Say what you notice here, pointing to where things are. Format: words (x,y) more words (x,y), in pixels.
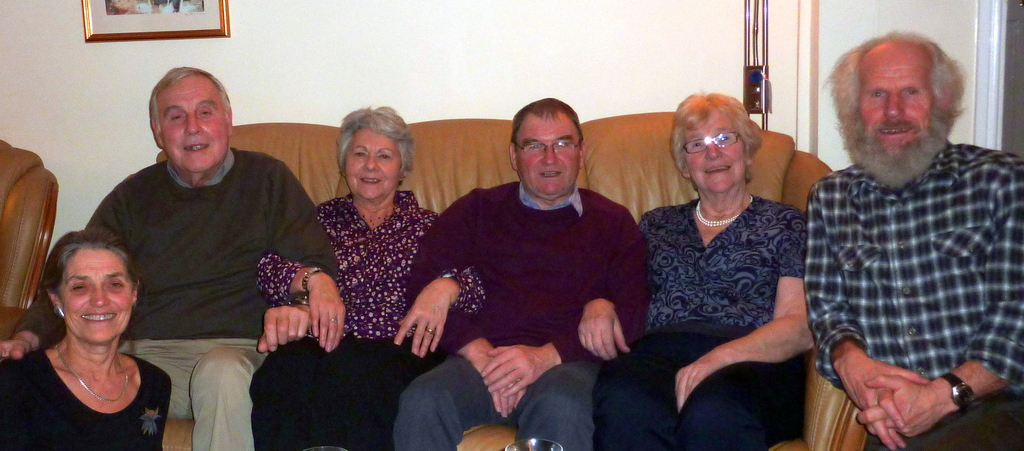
In the image there are few old women (725,254) and men (885,270) sitting on sofa (656,158) and behind them there is wall (416,61) with photograph (172,26) on the left side (162,14) and door (1002,3) on the right side (1013,11).
